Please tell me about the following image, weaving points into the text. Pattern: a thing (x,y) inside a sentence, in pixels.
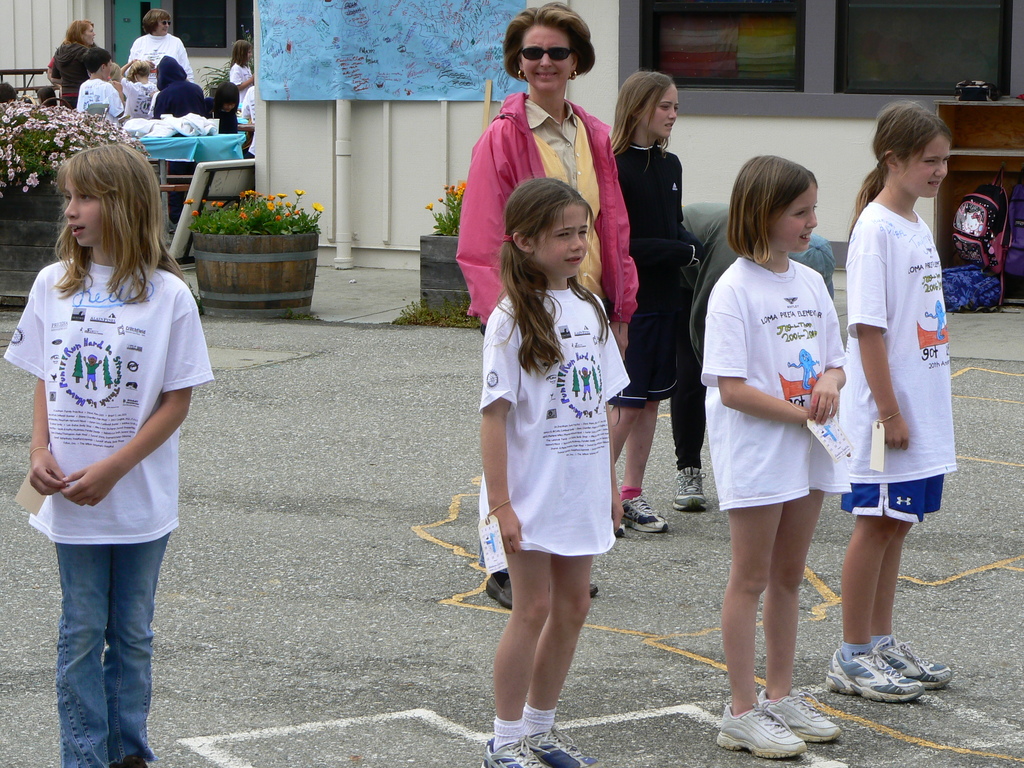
In this picture we can observe some girls (606,454) standing. All of them were wearing white color T shirts (518,376). In the background (548,108) there is a woman (516,117) standing wearing pink color jacket (506,155) and black color spectacles (527,51). We can observe plants (225,215) behind her. On the right side (972,126) there is a brown color desk (987,115) and bags (974,271) placed on the floor (974,316). In the background (147,41) there are some people (152,64) sitting and standing. We can observe blue color paper (261,61) pinned to the wall (382,107).
